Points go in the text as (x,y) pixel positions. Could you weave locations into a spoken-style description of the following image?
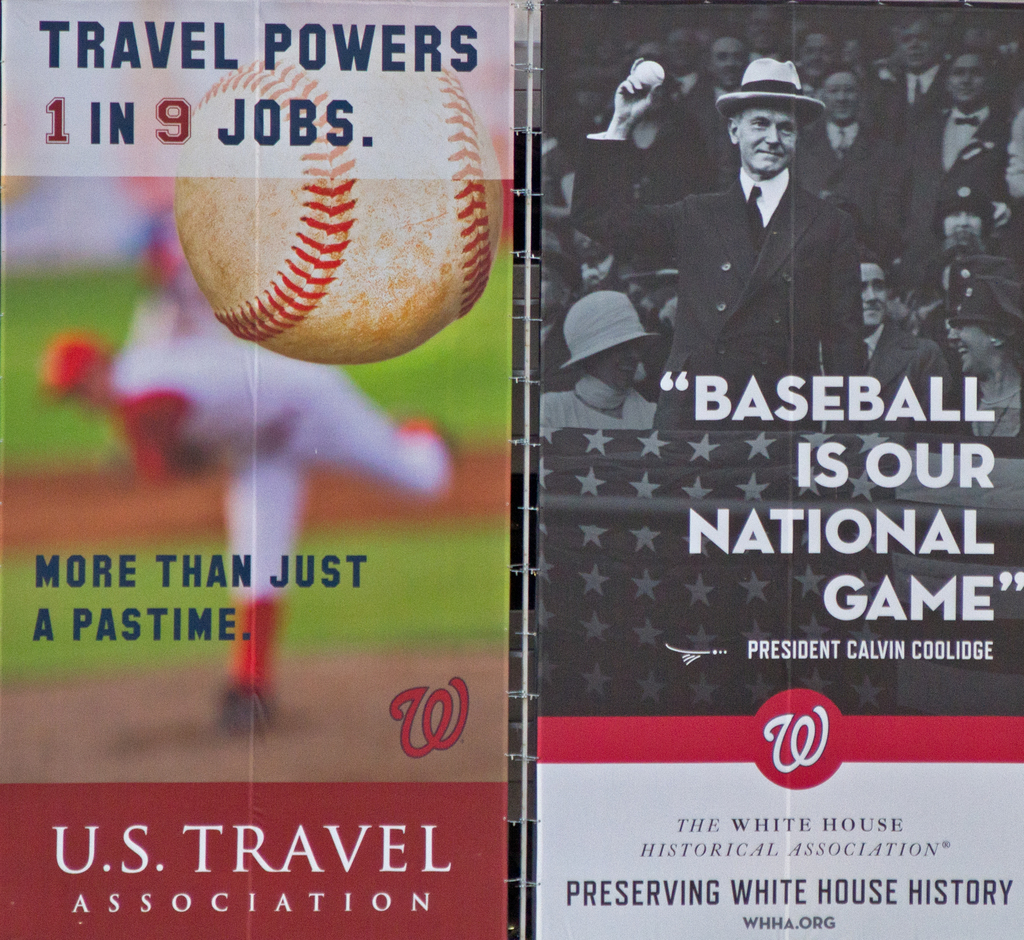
In this picture I can see the pamphlet (384,682) on this steel rack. On the right pamphlet (819,56) I can see the man (757,192) who is holding a ball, besides him I can see some peoples (961,246) were sitting on the chair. On the left pamphlet (328,272) I can see the man (263,513) who is throwing a baseball (263,254).
